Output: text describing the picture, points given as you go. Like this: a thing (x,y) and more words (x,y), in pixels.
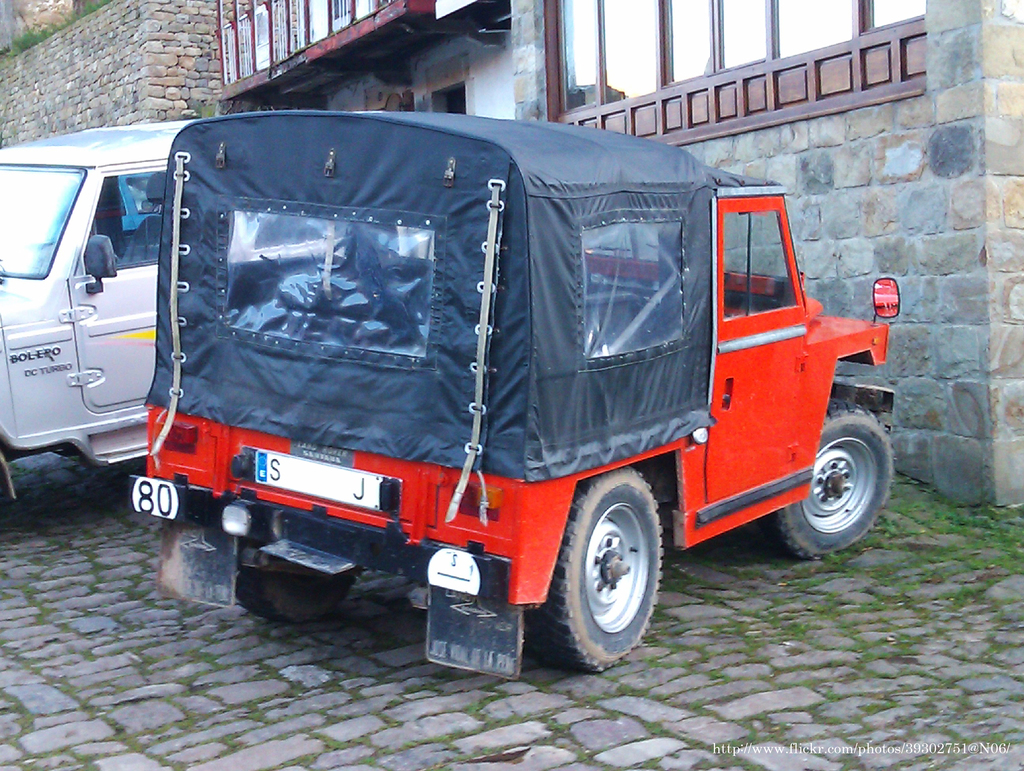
In the picture I can see two jeeps (350,225) parked on the road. I can see the building (549,27) and glass windows (571,62) at the top of the picture (428,57). I can see the brick wall (18,57) on the top left side of the picture (107,17).
